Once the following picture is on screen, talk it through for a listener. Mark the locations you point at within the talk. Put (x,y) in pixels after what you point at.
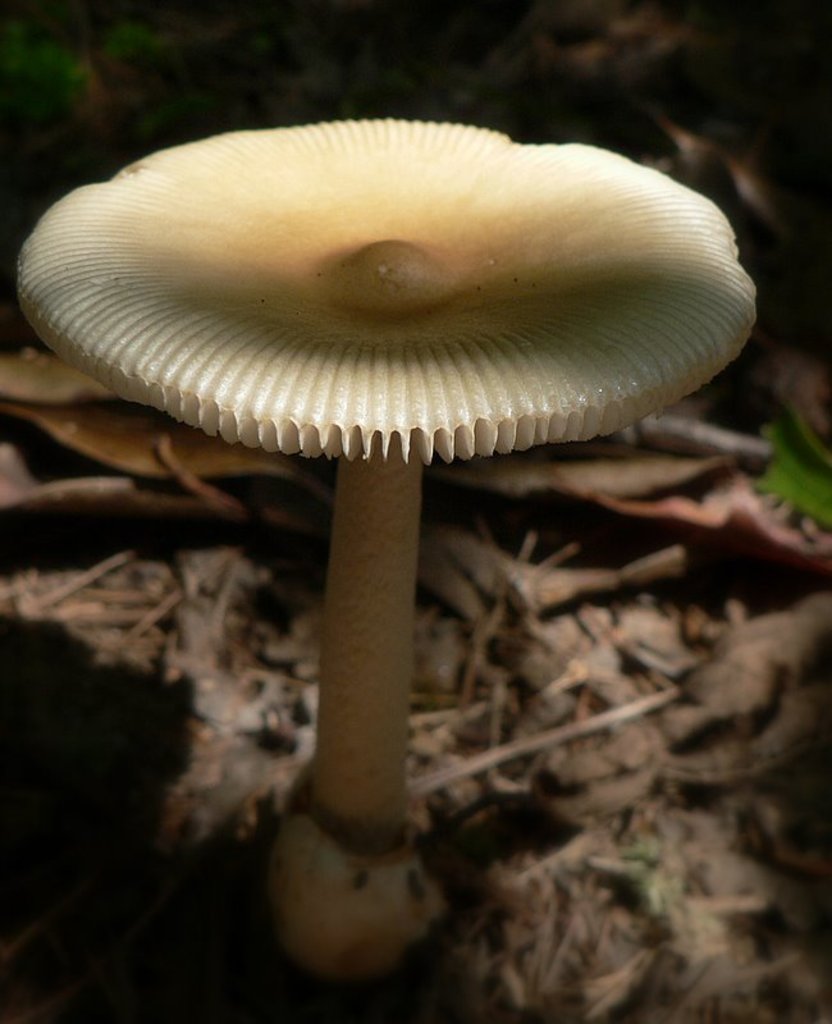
This image consists of a plant (337,467). It looks like a mushroom (404,713). At the bottom (485,738), there are dried leaves (260,657).
